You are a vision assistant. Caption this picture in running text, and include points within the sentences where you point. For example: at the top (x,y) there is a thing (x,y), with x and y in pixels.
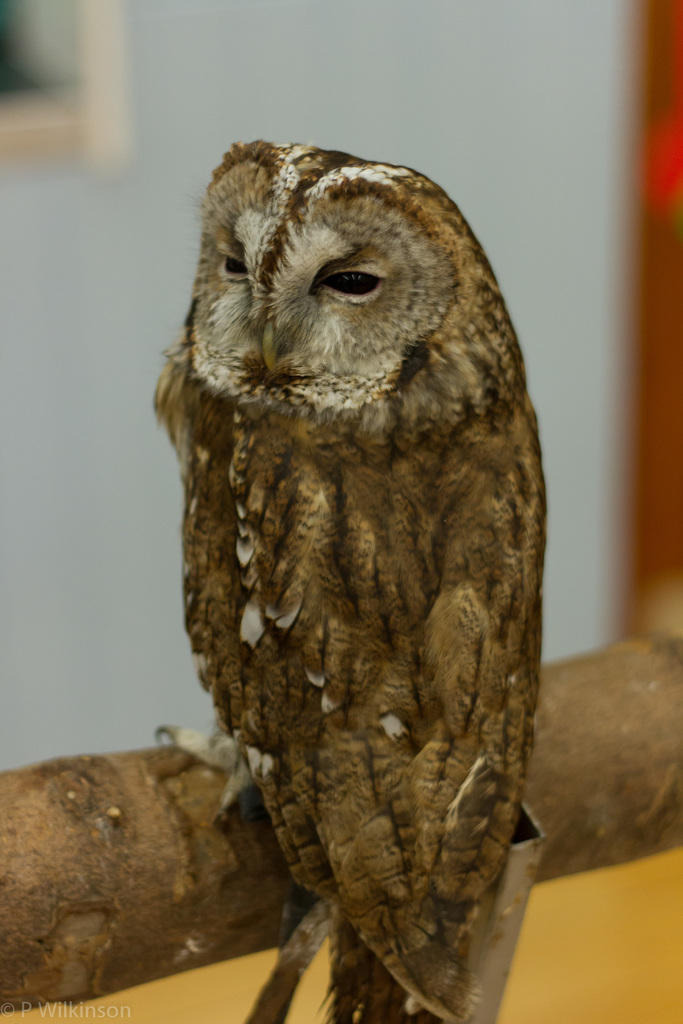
In this image we can see an owl (311,553) on a wooden object (600,771). The background of the image is blurred.
